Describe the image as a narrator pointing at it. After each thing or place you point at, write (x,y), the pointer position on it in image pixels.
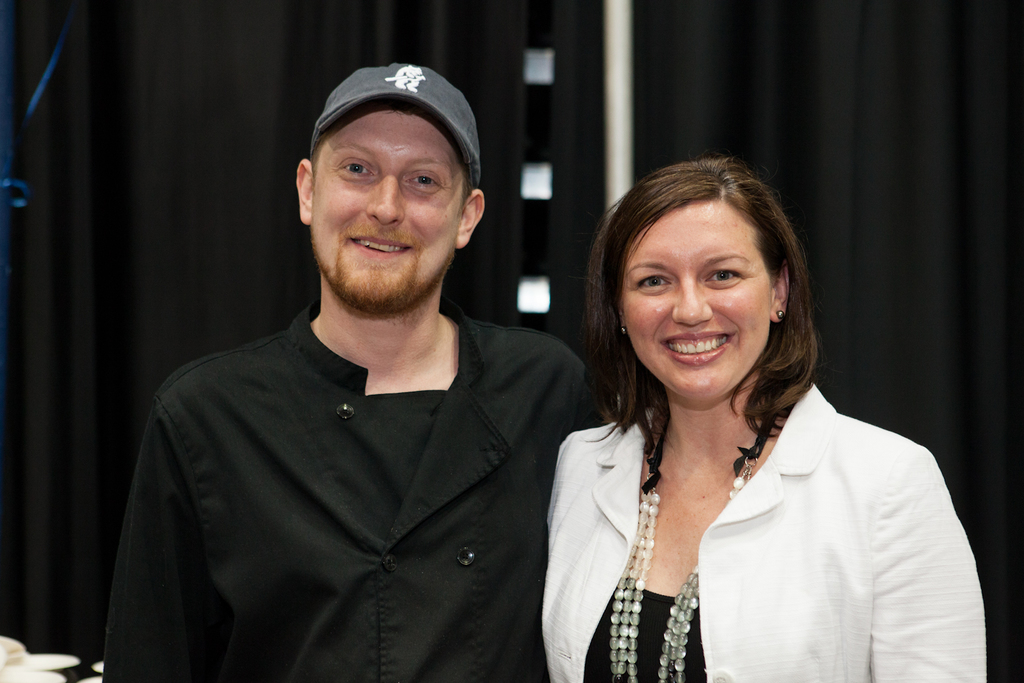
In this picture I can see a man (563,363) and a woman (650,391) standing and smiling. I can see curtains (578,48), and in the background (615,189) there are some objects (70,664).
